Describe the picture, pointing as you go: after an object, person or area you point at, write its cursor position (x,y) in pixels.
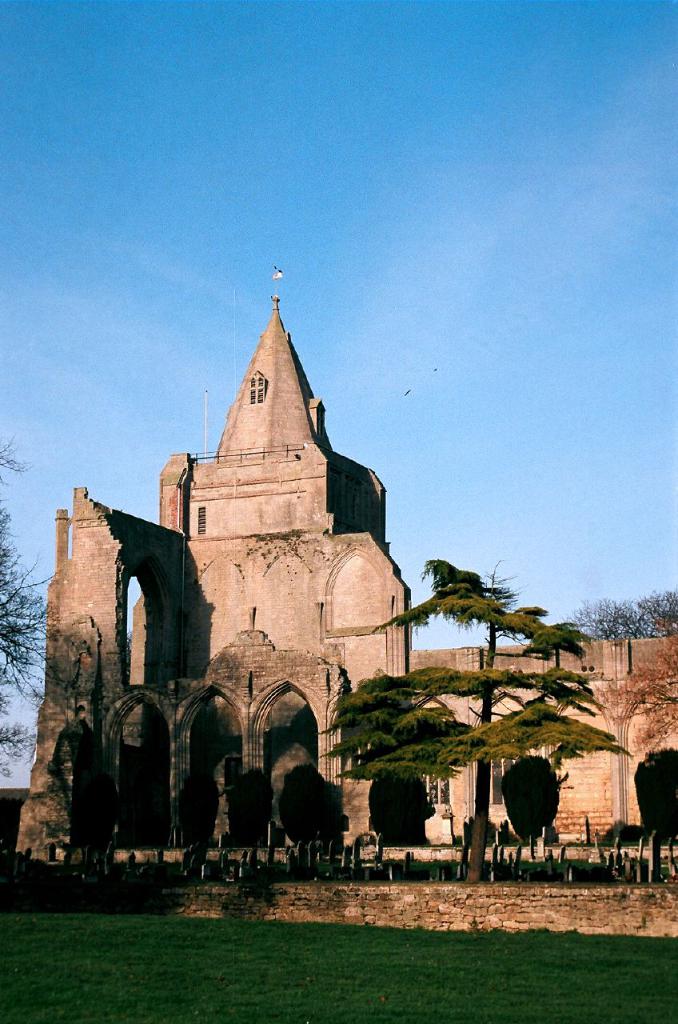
In this picture we can see few trees (516,732), grass (370,958) and a building (320,639).
